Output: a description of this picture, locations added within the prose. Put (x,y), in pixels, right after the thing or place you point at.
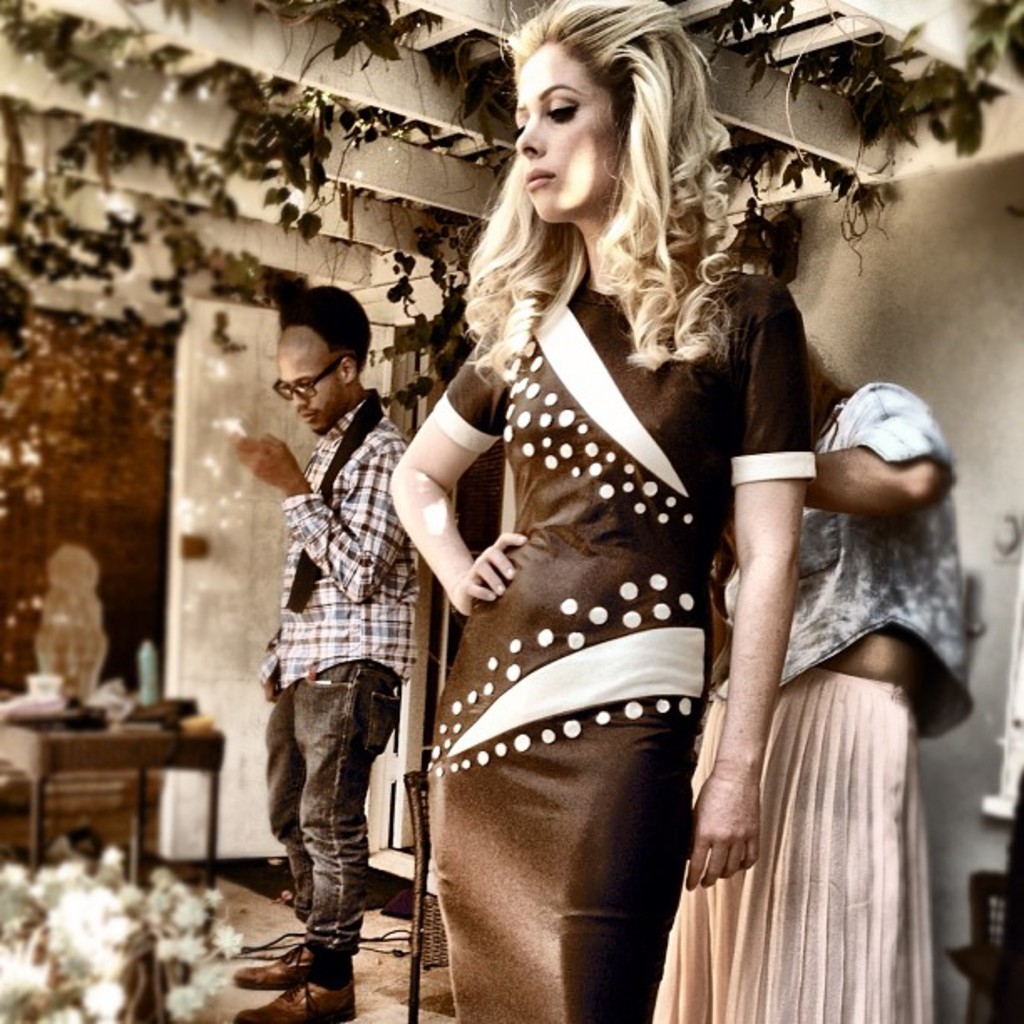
In this Picture we can see a woman (565,618) wearing brown dress (567,593) is standing and in behind a another woman (883,541) is tying her dress laces (696,412), Beside her a boy (341,572) wearing white and black checks shirt (346,545) is seeing in his mobile (232,434), On the top (74,170) we can see the vertical roof plant (297,163). On the left (151,685) back a wooden table (82,737) is placed on which a candle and cup (41,677) is placed and in front a white flower bunch (134,955).
